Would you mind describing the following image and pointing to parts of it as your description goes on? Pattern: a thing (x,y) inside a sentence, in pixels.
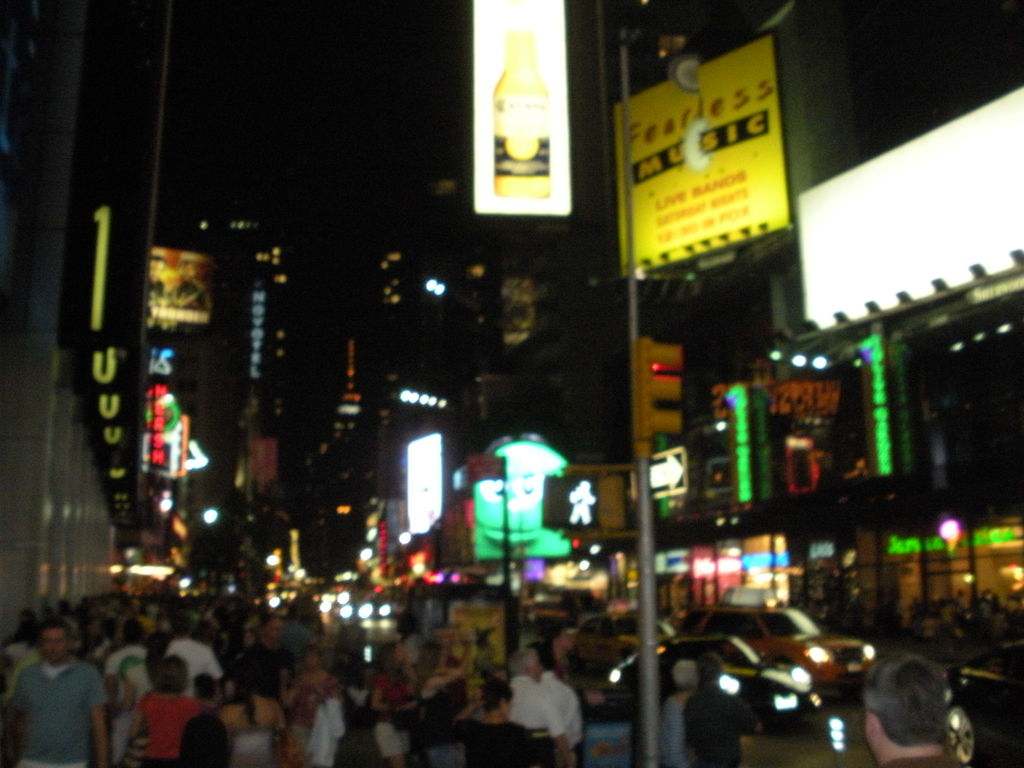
In this image I can see group of people (235,693), some are walking and some are standing. Background (769,577) I can see few vehicles (775,717), few boards (810,249) attached to the poles (642,502) and I can also see few lights (573,509) and the sky (295,103) is in black color.
